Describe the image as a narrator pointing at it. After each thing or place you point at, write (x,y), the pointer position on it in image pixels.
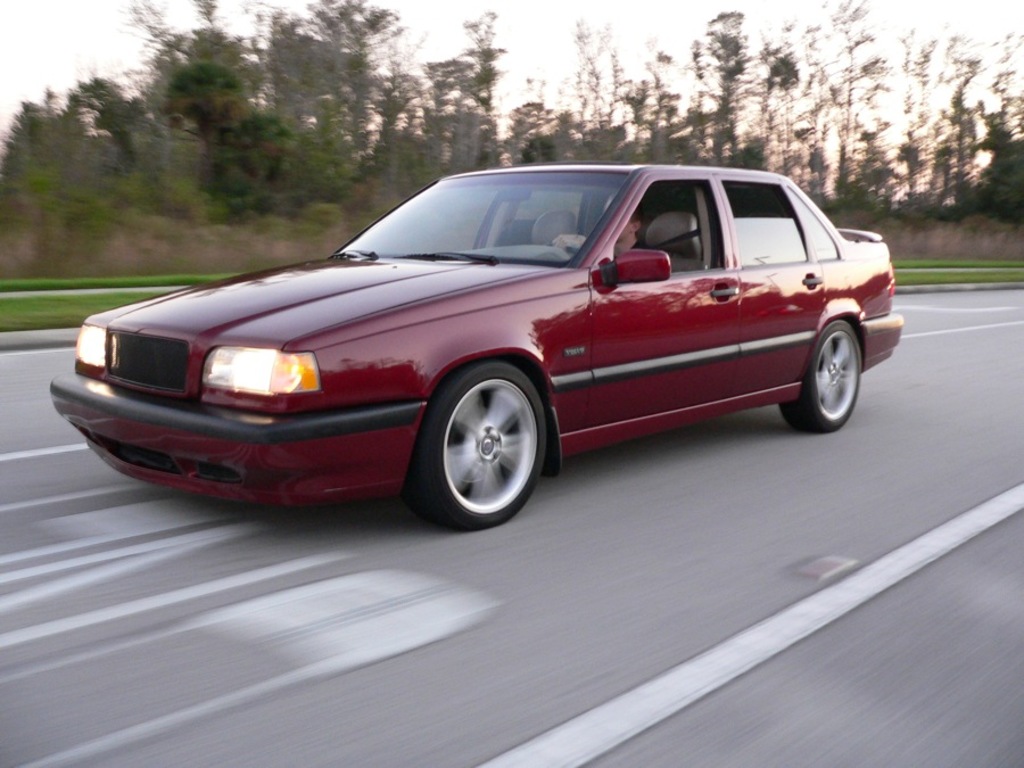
In this image we can see a person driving a car (571,278), which is on the road (443,556), there are trees (243,208), plants (321,248), grass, also we can see the sky (524,33).
